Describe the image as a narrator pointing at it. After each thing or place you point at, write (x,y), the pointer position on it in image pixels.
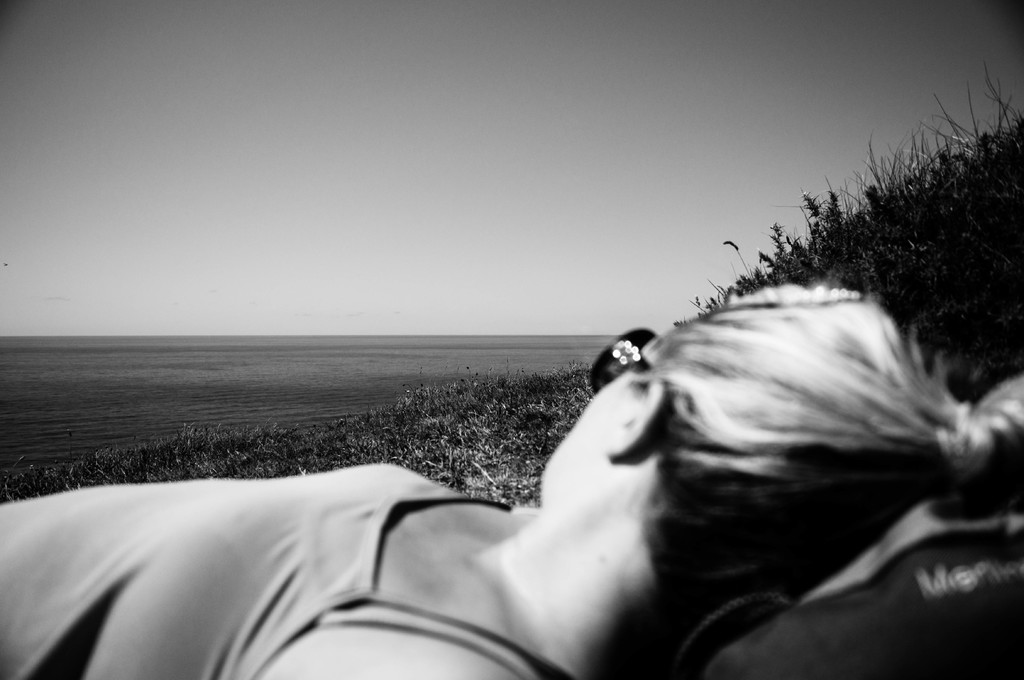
In this picture there is a woman (439,620) wearing sunglasses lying on the grass (488,403). Behind there is a sea water (413,335).
